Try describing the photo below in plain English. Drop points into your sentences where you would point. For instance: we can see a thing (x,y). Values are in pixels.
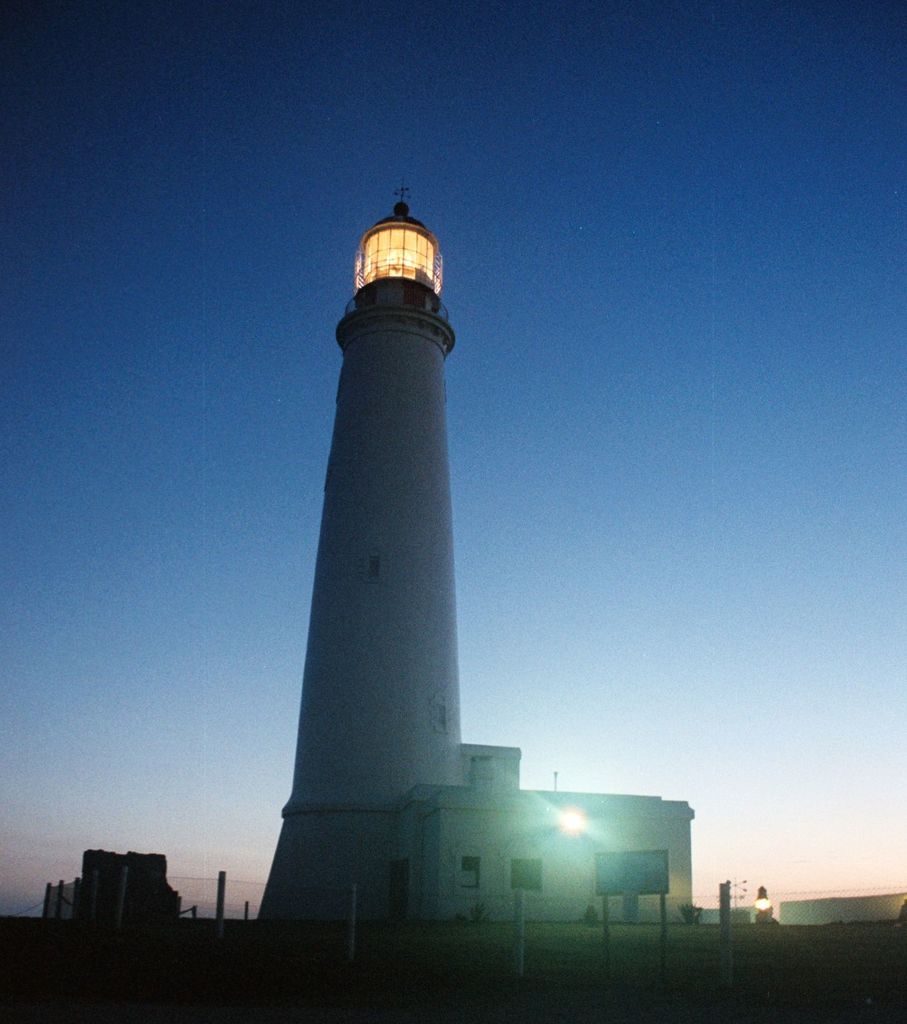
In the center of the image (401,607) there are buildings (361,879), boards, lights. In the background of the image (698,395) there is sky (671,410).
